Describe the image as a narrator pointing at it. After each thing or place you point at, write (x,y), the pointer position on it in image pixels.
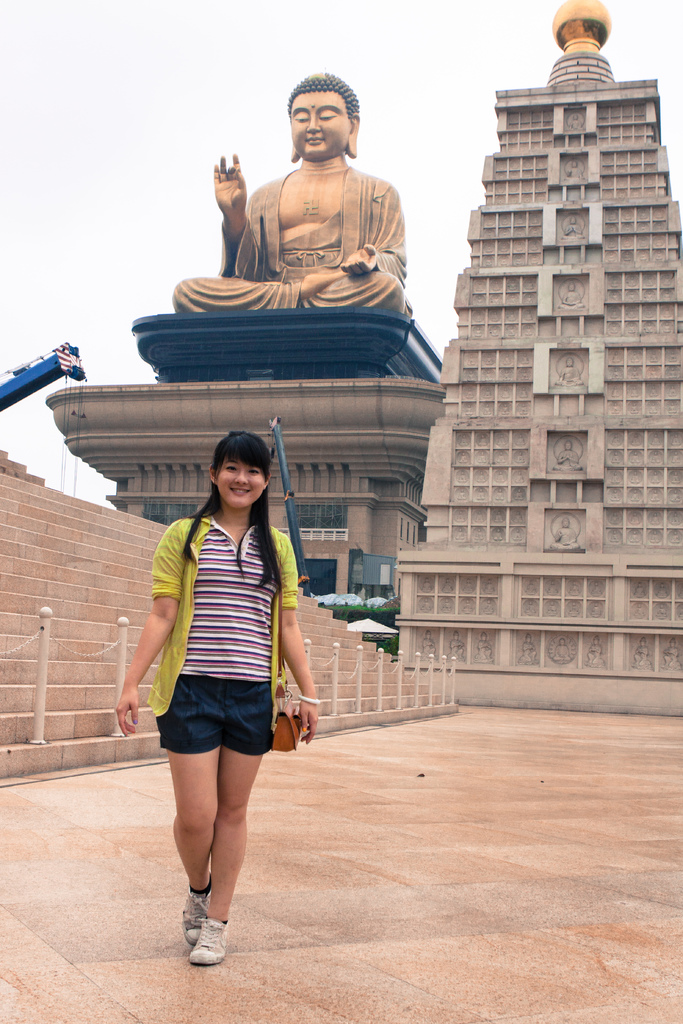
In the center of the image (255,617) we can see one woman (232,762) walking and she is smiling. And we can see she is wearing a bag (289,736). In the background (206,363), we can see the sky (118,35), buildings (592,624), one statue (317,216), one pole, staircase (133,551), fence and a few other objects (63,366).
